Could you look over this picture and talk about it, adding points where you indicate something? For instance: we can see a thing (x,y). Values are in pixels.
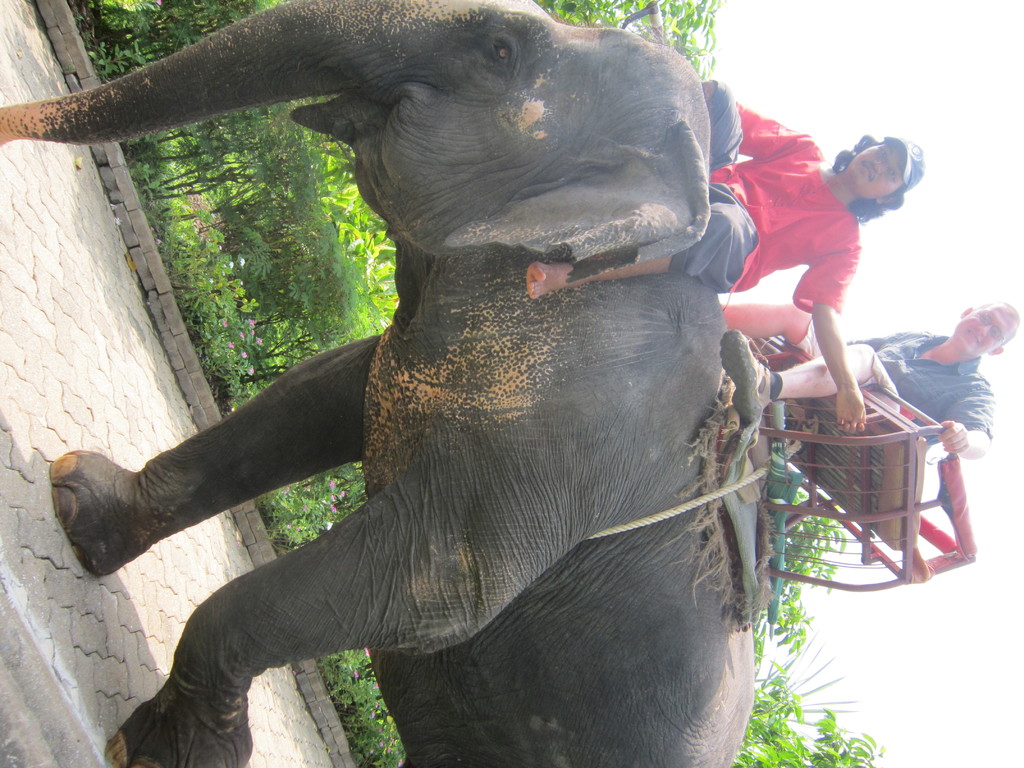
In this picture we can see two people (782,172) sitting on the elephant (598,563) the one wearing red shirt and the other wearing black shirt (927,364) and there are some plants (273,297) and trees (273,310) around.
